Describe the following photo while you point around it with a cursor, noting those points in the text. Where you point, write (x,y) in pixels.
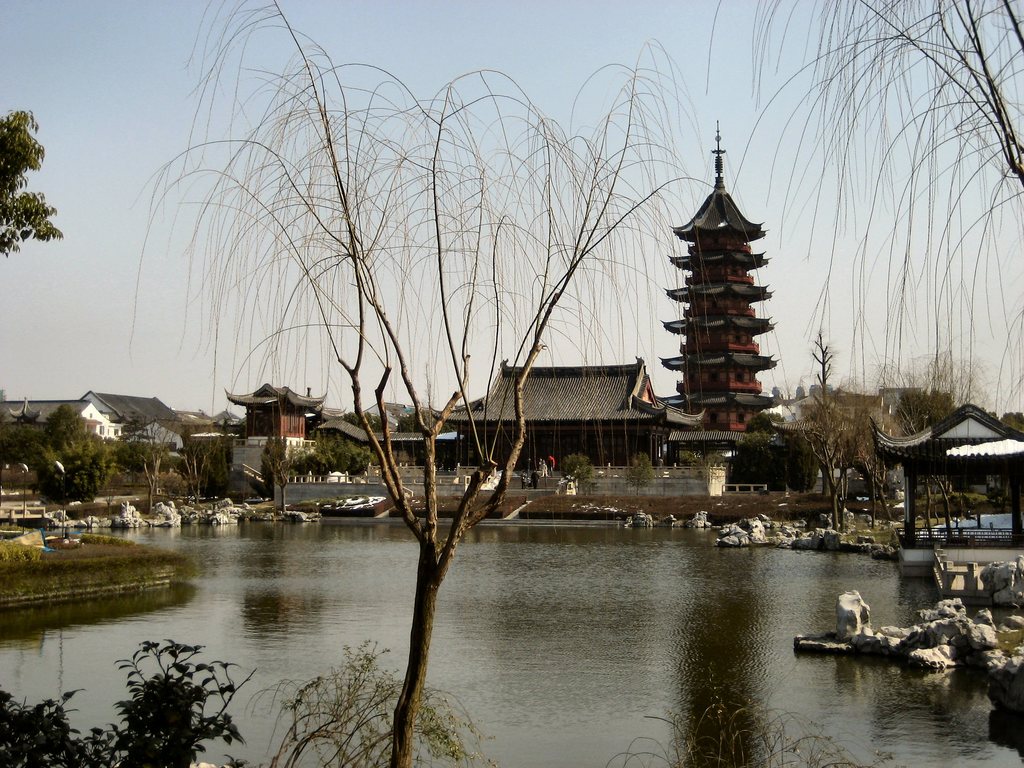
In this image I can see water (233,673) in the centre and around it I can see number of trees (40,479). In the background (126,385) I can see few buildings (16,416), the sky (373,171) and on the right side of this image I can see a shed (897,452).
